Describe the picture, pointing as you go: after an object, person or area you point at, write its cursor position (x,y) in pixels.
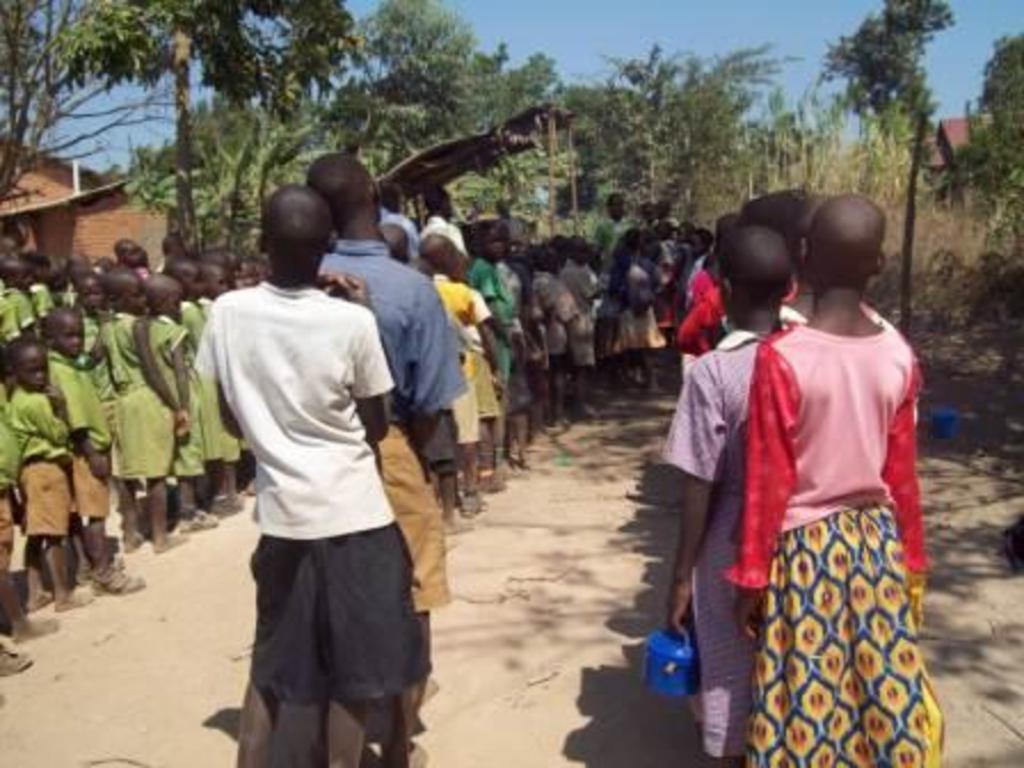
This is an outside view. Here I can see many children (357,367) standing in the lines facing towards the back side (354,502). In the background (494,115) there are many trees (662,172) and also I can see few houses (58,189). In the background (448,155) there is a shed (474,145). At the top of the image (573,36) I can see the sky (518,39).
